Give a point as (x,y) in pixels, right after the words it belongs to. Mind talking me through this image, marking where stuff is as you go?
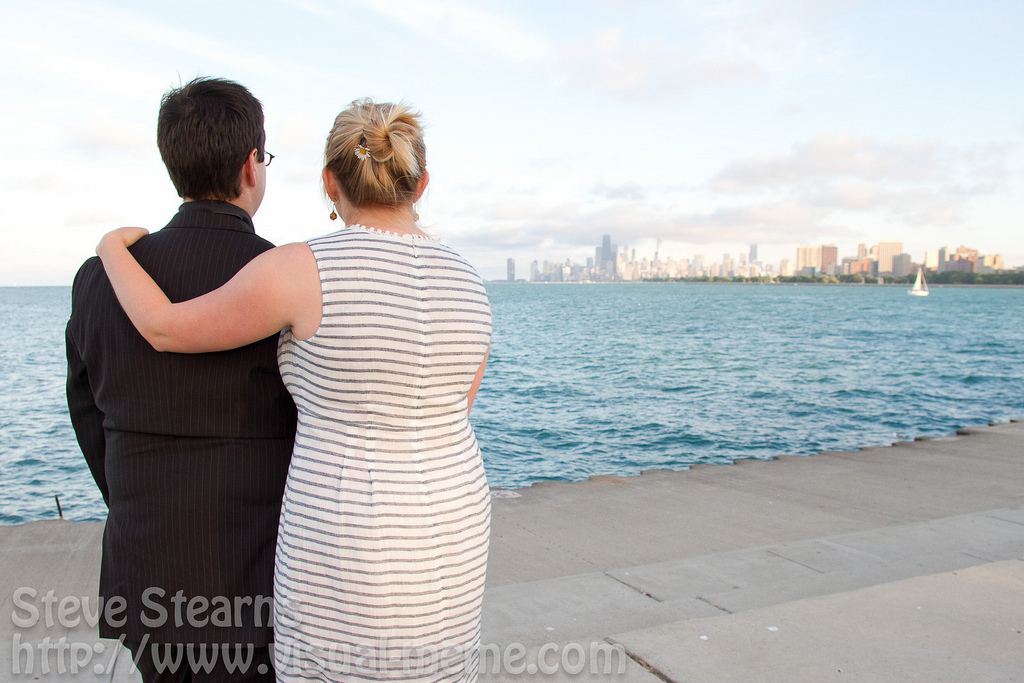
In this picture we can see a man (216,120) and woman (435,292) are looking at the water (661,329) and on water (606,402) there is boat (921,288) and on other side of water (602,332) we can see buildings (815,266) and above this we have a sky (776,136) with clouds (848,161) and this two persons (388,368) are standing on a platform (748,629).
